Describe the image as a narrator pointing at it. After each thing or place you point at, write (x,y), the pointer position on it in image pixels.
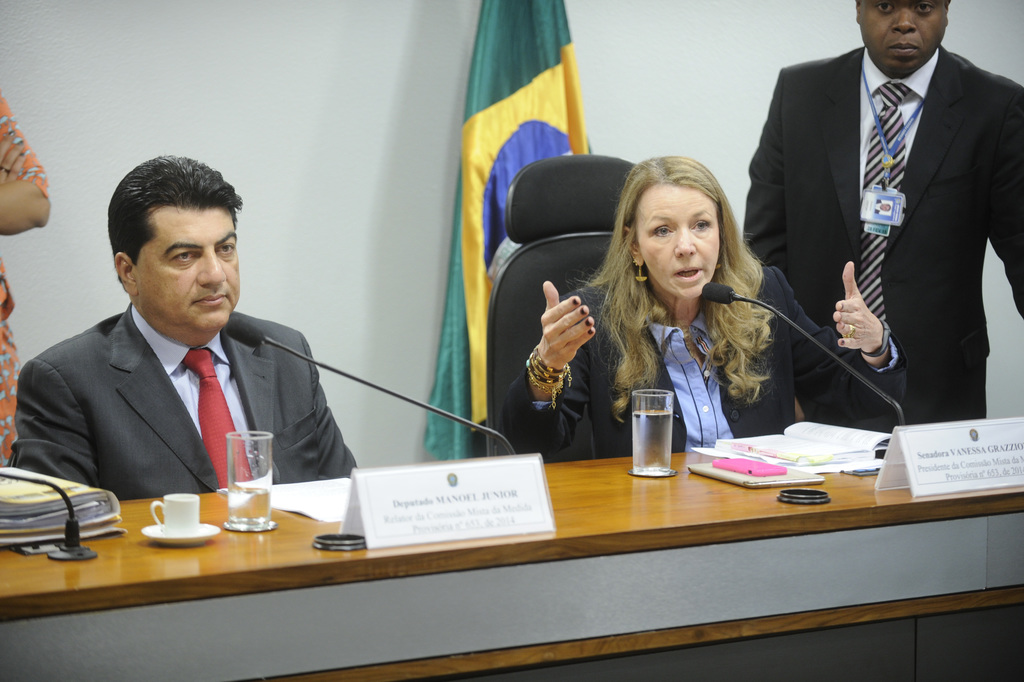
At the bottom of the image (652,617) there is a table (410,546) with name boards (423,482), glasses (647,427) with water (636,419), cup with saucer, papers (758,458), files (18,489), mics (66,547) and some other things (750,471). Behind the table (285,586) there is a lady (677,333) sitting and talking and also beside her there is a man (187,419). Behind them there are two persons (26,145) standing and also there is a flag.
